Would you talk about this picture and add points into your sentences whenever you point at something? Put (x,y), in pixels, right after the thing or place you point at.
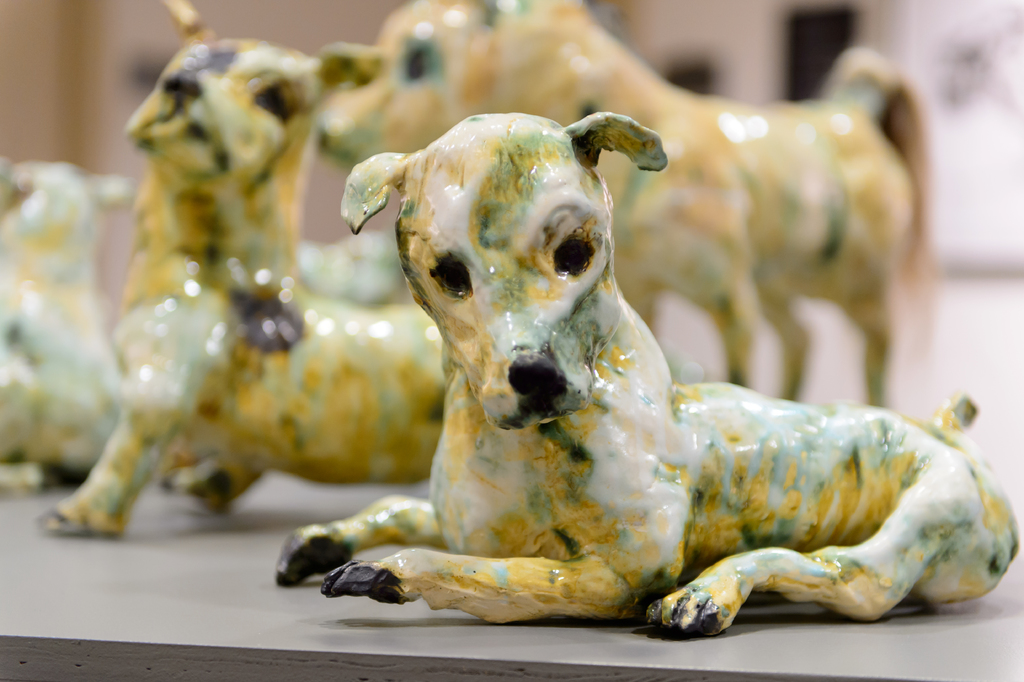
In this picture there are ceramic animals (707,299). At the bottom (660,628) it looks like a table (584,638). At the back (670,44) image is blurry.
